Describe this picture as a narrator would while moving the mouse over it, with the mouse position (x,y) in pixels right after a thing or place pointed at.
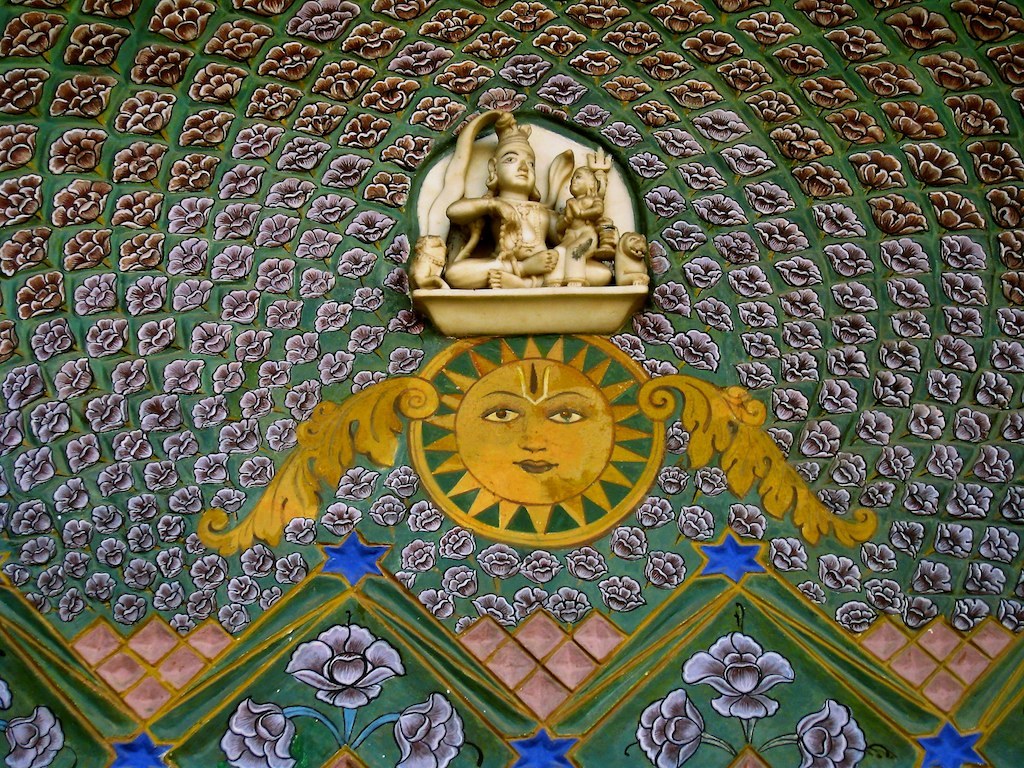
In this image I can see the wall (671,132) and on it I can see a sculpture (446,203). I can also see different types of paintings (760,411) on the wall (583,462).
